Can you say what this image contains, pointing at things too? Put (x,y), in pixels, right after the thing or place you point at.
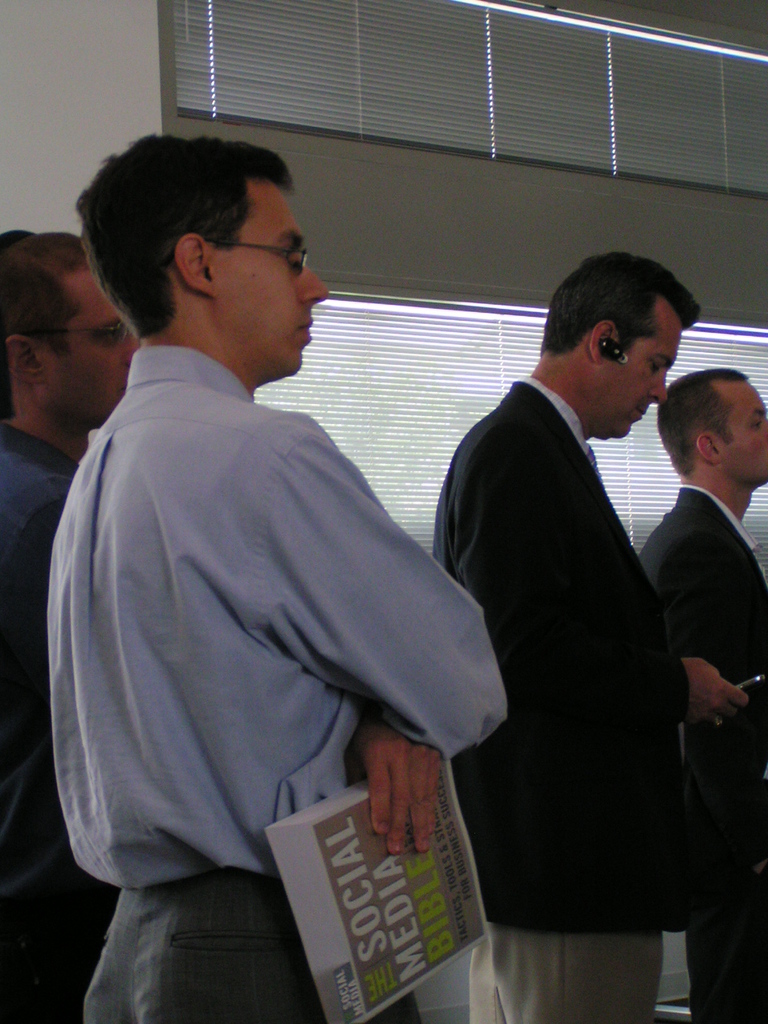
In this picture there are group of people (450,545) standing and there is a person (355,710) standing and holding the book (403,940) and there is a person (565,895) standing and holding the device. At the back (479,28) there are window blinds (419,99) and there is a wall (305,198).
